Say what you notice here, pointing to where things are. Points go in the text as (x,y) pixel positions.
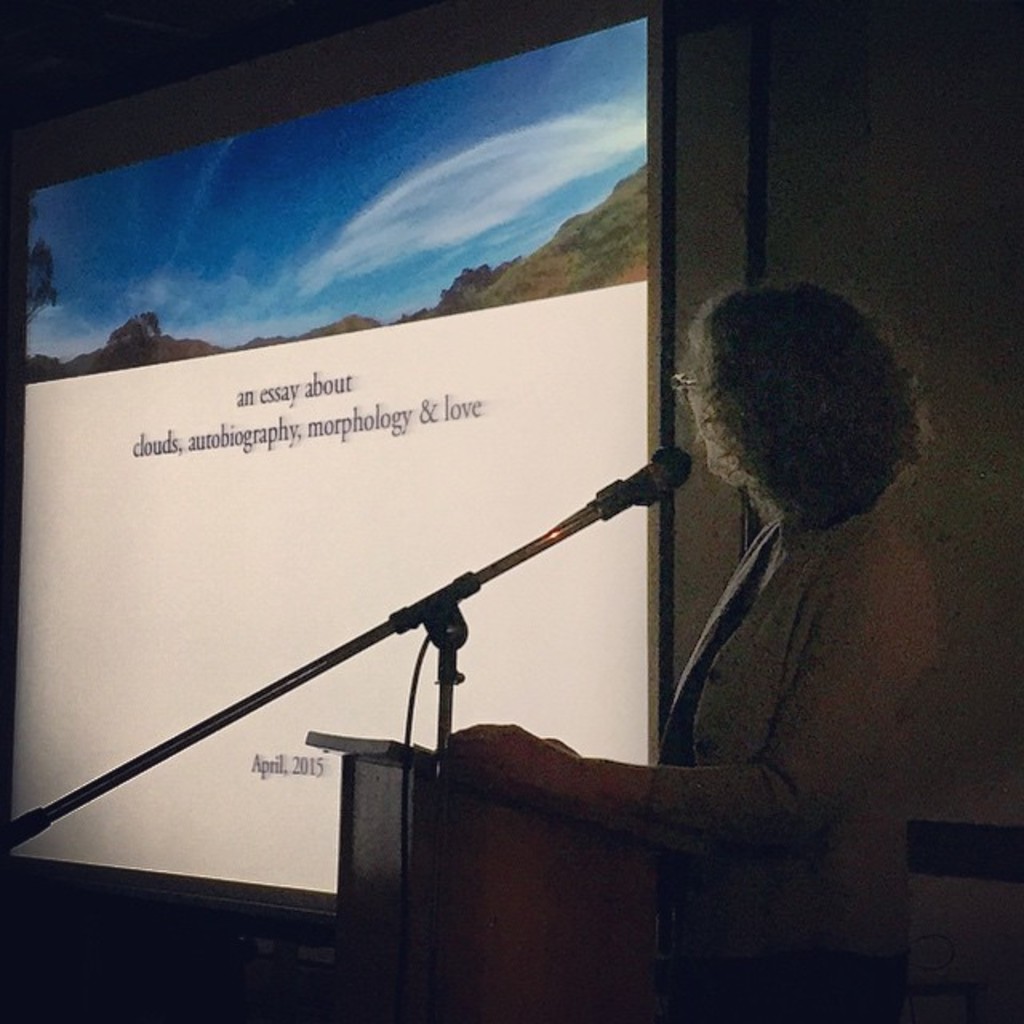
In this image we can see a woman (741,810) wearing blazer (652,802) is standing at the podium (462,824) where a mic (614,500) to the stand (216,723) is kept. The background of the image (533,514) is dark where we can see the projector screen (28,152) on which we can see something is displayed in which we can see the mountains (641,237) and the blue color sky (244,223) with clouds (472,195), here we can see some text (382,422).
